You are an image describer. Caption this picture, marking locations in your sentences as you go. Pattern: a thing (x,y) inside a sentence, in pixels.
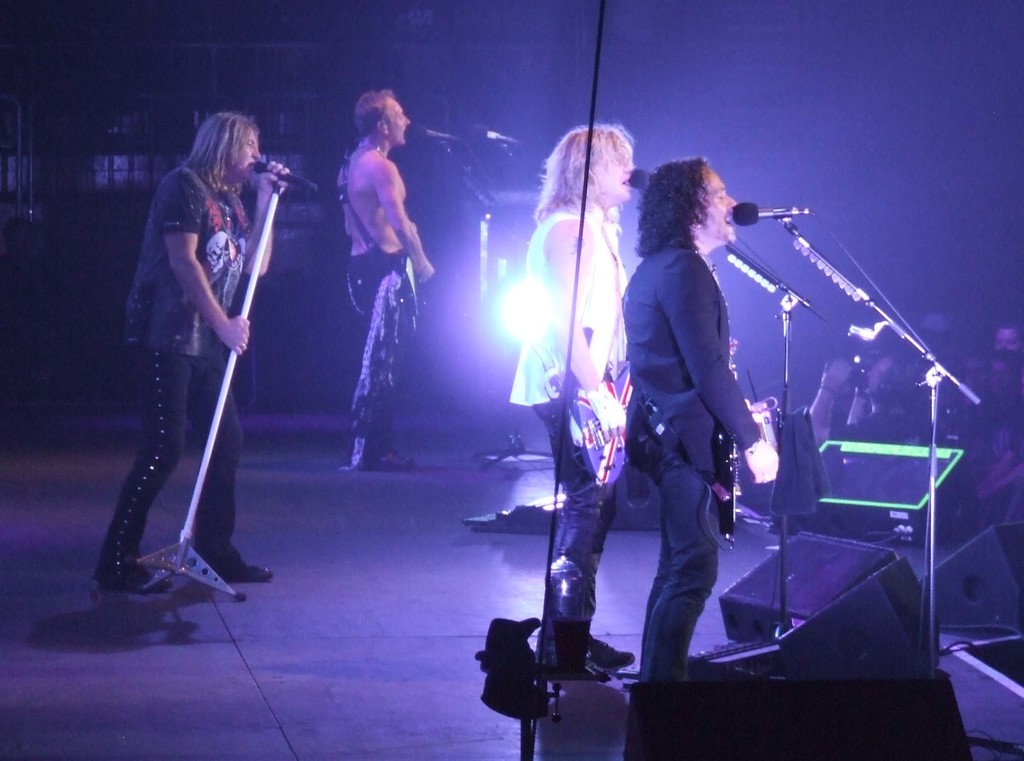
In this image, we can see a group of people (674,196) standing and playing their musical instruments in front of the microphone (634,173). On the right side (908,743), we can see some musical instruments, speakers (955,579) and a group of people (919,416). In the background (570,14), we can see a light (526,292) and a wall (190,107).
